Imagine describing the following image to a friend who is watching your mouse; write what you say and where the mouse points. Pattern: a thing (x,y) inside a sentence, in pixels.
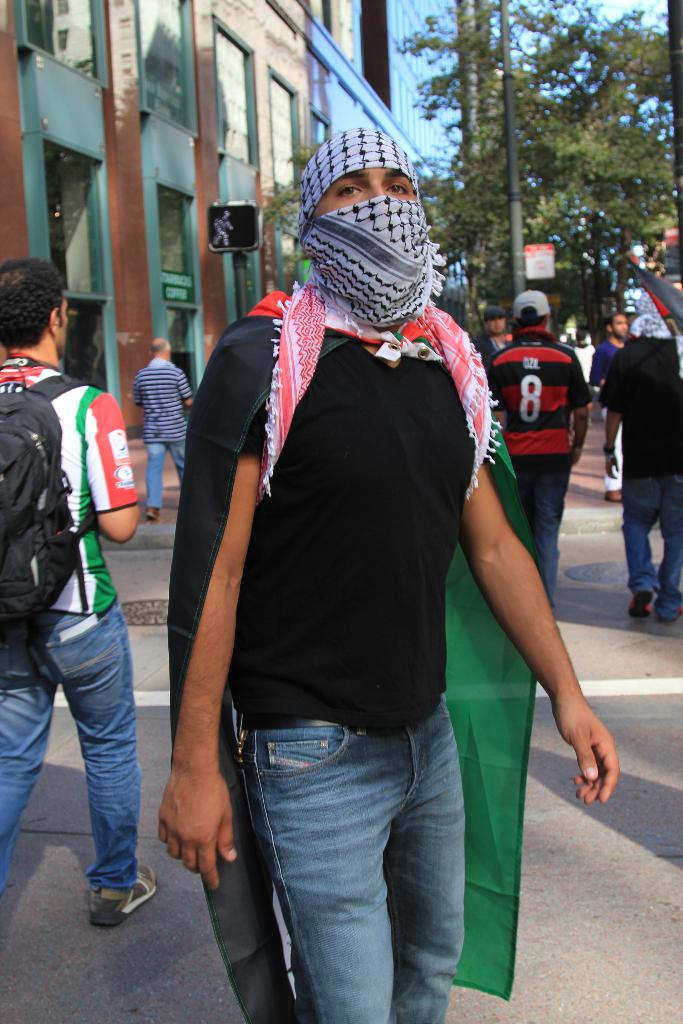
In the center of the image (256,423) there is a person (496,556) standing wearing a scarf (291,309). In the background of the image (25,402) there are people (485,353) walking on the road (602,975). To the left side of the image (103,345) there is a building (349,115). There is a pole (516,246). There is a tree (495,220).
